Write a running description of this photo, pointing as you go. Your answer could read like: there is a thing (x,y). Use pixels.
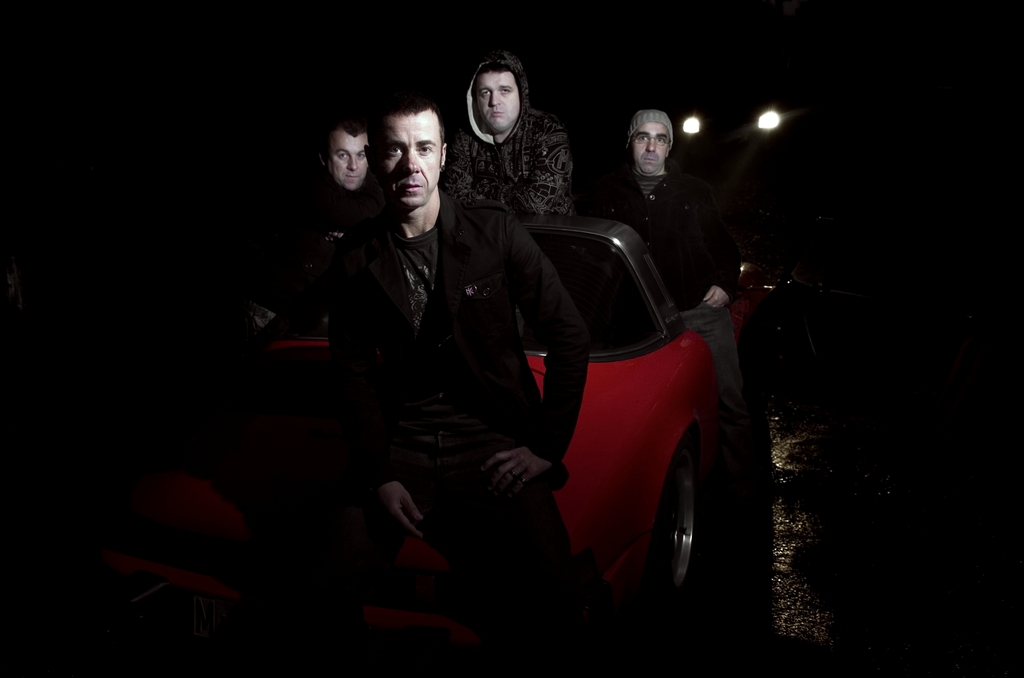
In this image there are group of persons (574,391) who are sitting on the red car (665,433).
